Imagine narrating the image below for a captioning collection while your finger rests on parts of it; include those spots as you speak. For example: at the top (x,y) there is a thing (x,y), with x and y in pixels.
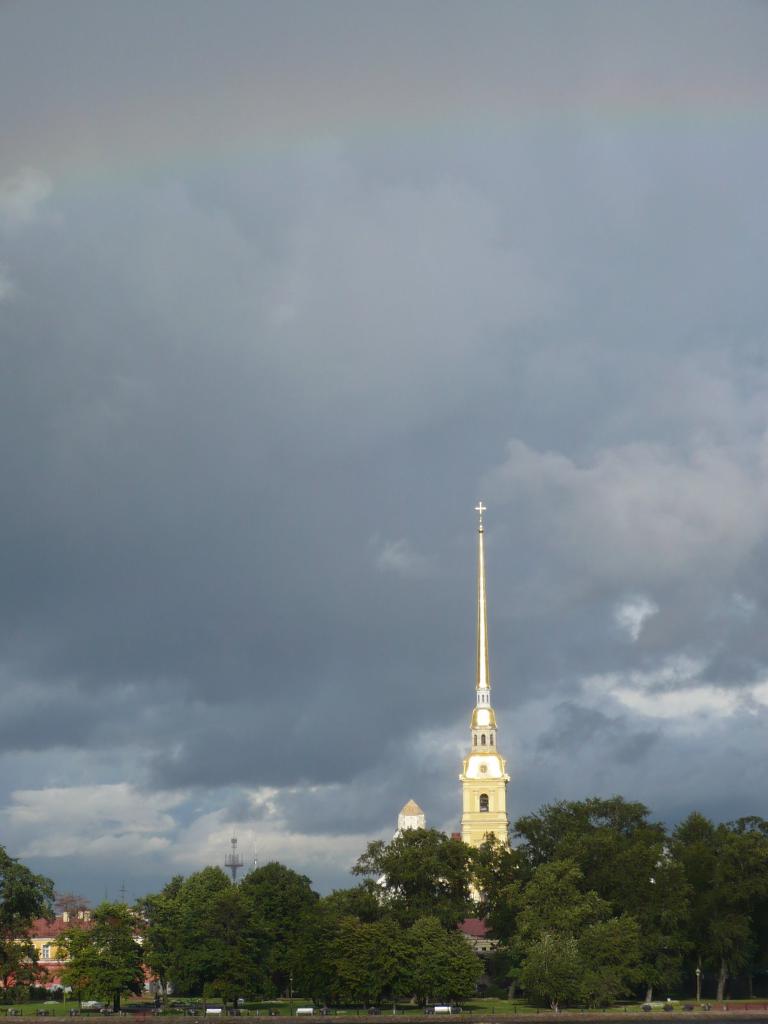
In this image I can see many trees (433,874). To the side of the trees (103,950) there are buildings (78,920) and the tower (489,733). In the background (192,611) there are clouds (380,340) and the sky (374,295).
